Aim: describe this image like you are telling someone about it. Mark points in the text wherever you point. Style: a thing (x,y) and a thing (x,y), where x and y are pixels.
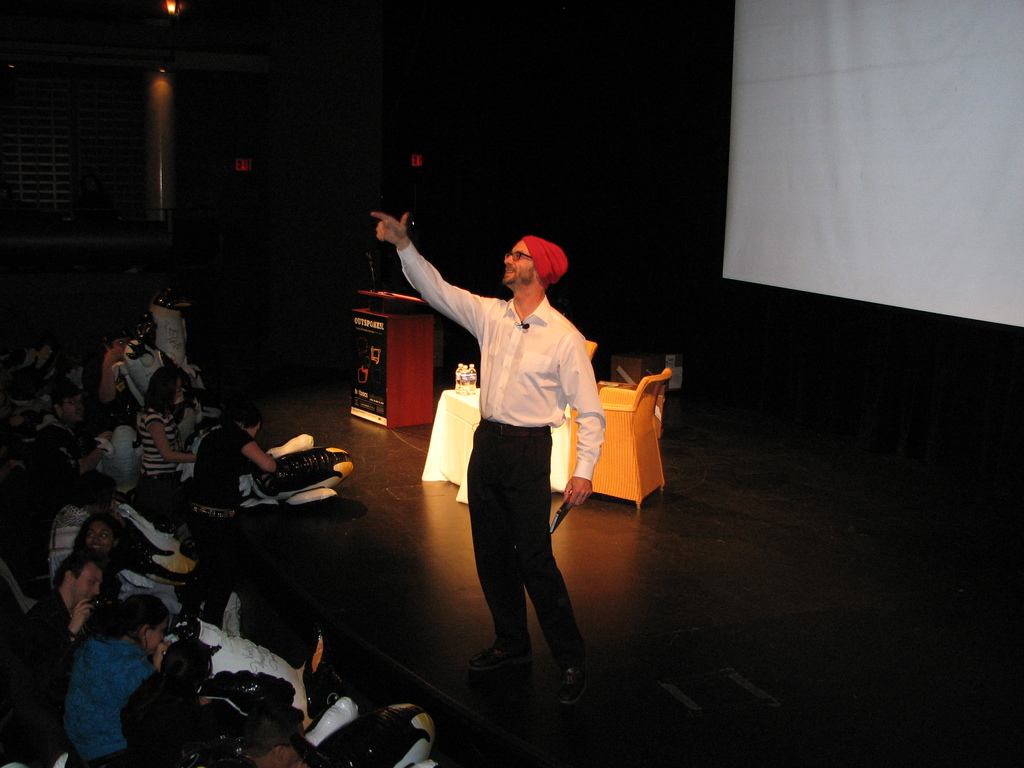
In this picture we can see a man (531,481) wearing white shirt (510,397), black pant (523,495) and a red hat (540,253) standing on the stage (536,645) we have some people (139,627) sitting on the chairs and some (211,582) standing in front of him and behind him there is a desk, two chairs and a table (475,407) on which there are some bottles (470,389) in it and a projector screen (782,219).
